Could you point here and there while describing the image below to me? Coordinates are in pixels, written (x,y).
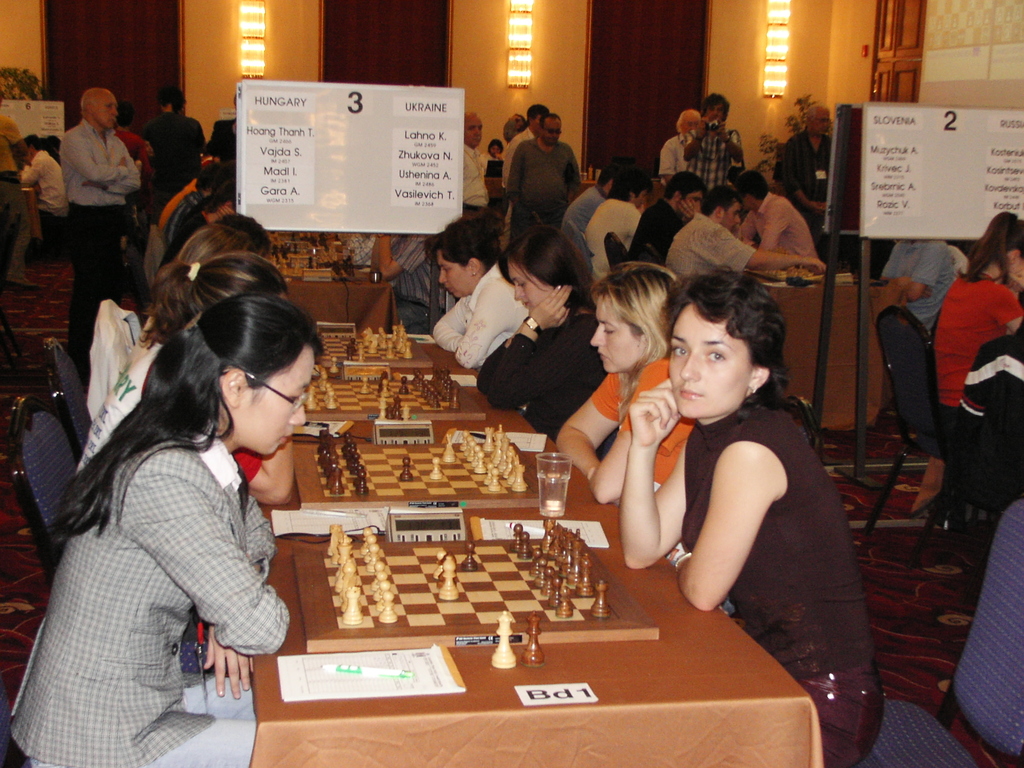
Group of people (782,568) are sitting on chairs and few people (812,131) are standing. In middle of them there are tables (363,423) and whiteboards (313,111). On this whiteboards (323,175) there are posters (428,184). Lights (510,39) on wall (309,72). On this table (615,653) there is a glass (560,487), chess board (396,600), paper (405,653), pen (381,675) and chess coins (512,620). Far a person (729,142) is standing and holding a camera (709,123).
